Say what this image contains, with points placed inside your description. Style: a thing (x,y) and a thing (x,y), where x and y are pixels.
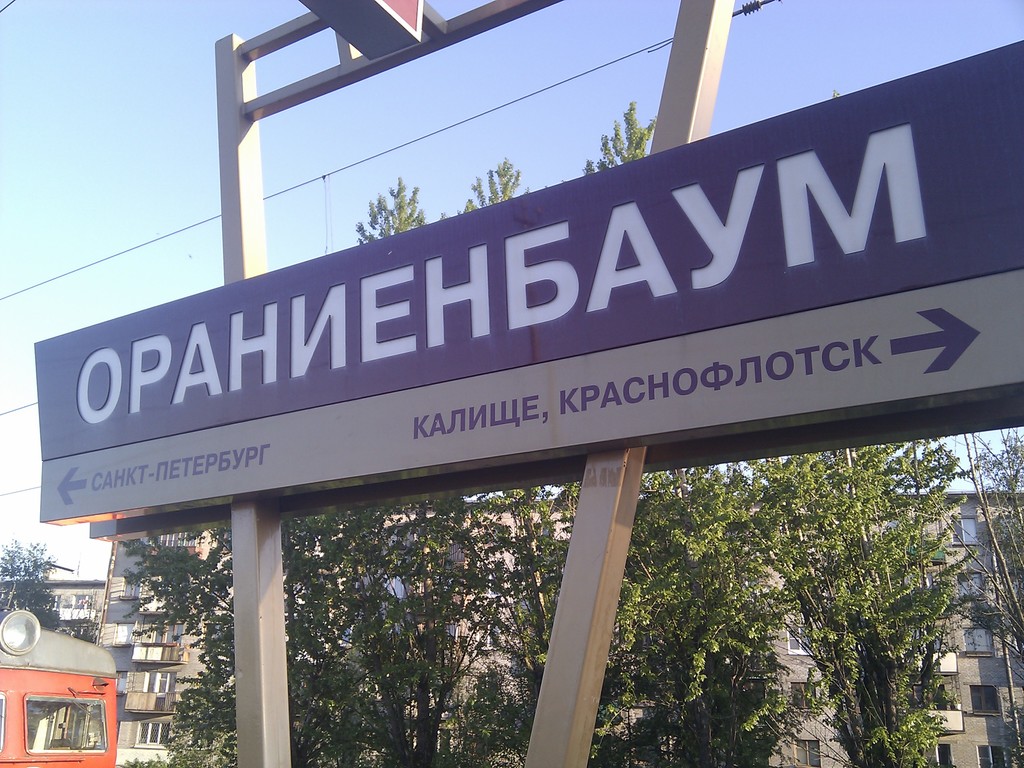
In this image we can see a board (616,241), poles (269,755), trees (449,659), wires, buildings (979,523), and an object (112,683). In the background (107,249) there is sky (954,47).
